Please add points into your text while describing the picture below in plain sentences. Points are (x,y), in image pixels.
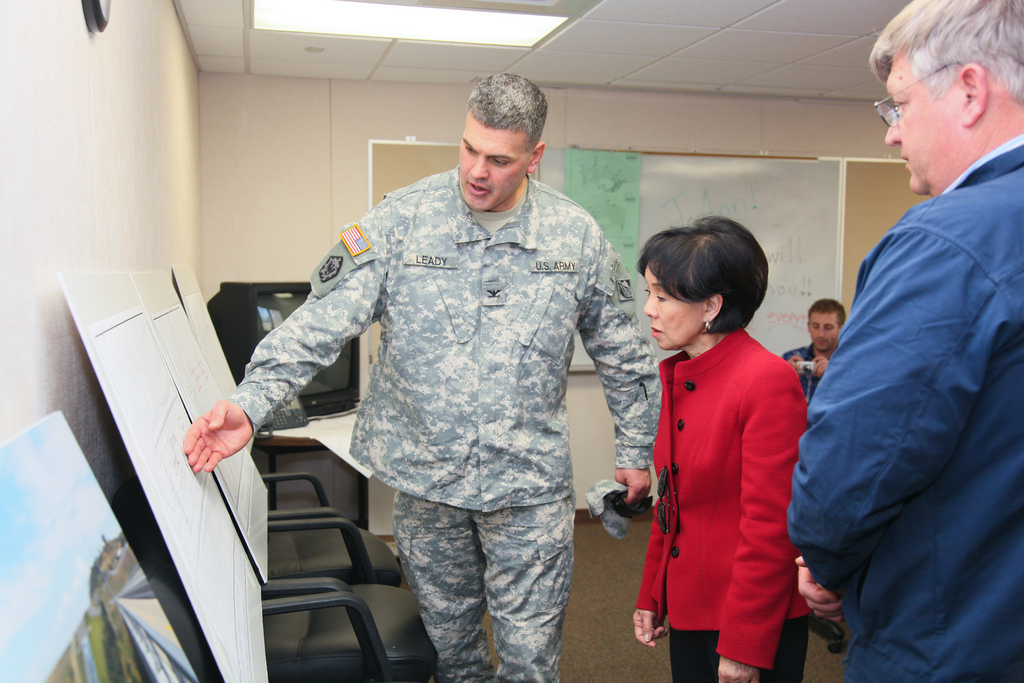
In this image there are people (338,278). There are display boards (201,591). There is a board (413,178) on the wall (243,162) in the background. On the left side (135,220), there is a wall (193,194). There is a carpet (614,631). There is a TV (225,294).
